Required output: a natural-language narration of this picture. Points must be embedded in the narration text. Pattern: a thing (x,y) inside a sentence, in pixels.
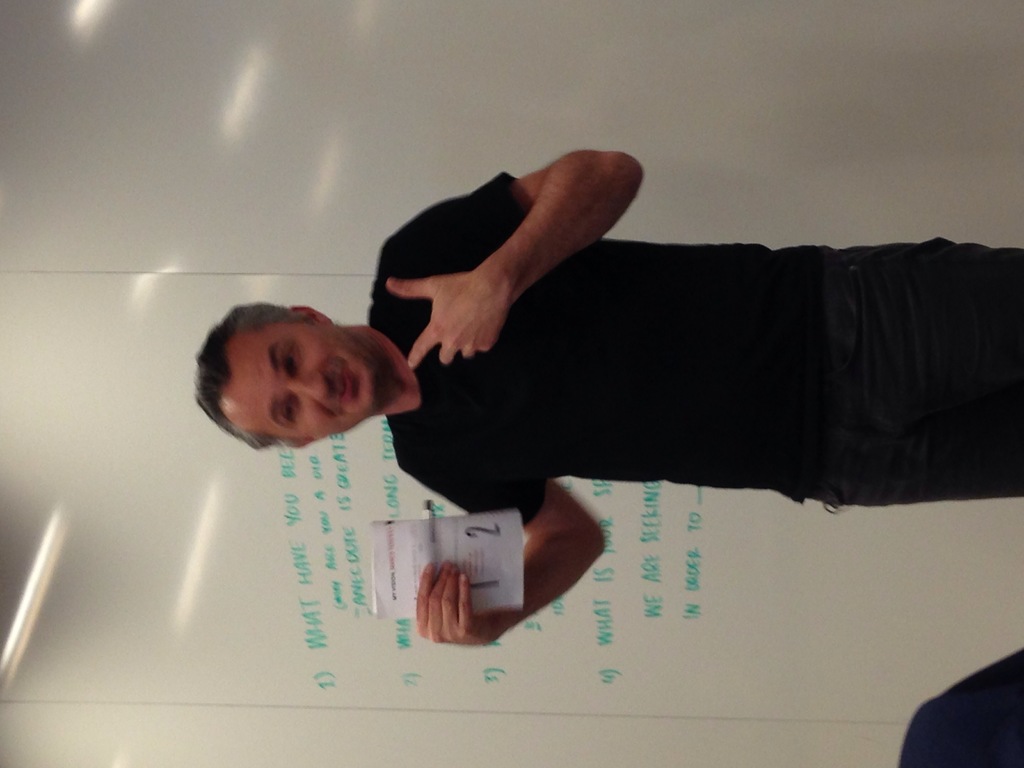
In this picture there is a man (659,357) standing and talking and holding the paper (455,555). At the back (55,583) it looks like a board (165,410), there is text (649,532) on the board (395,503) and there are reflections (13,646) of lights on the board (204,682). At the bottom left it looks like a chair (991,711).
